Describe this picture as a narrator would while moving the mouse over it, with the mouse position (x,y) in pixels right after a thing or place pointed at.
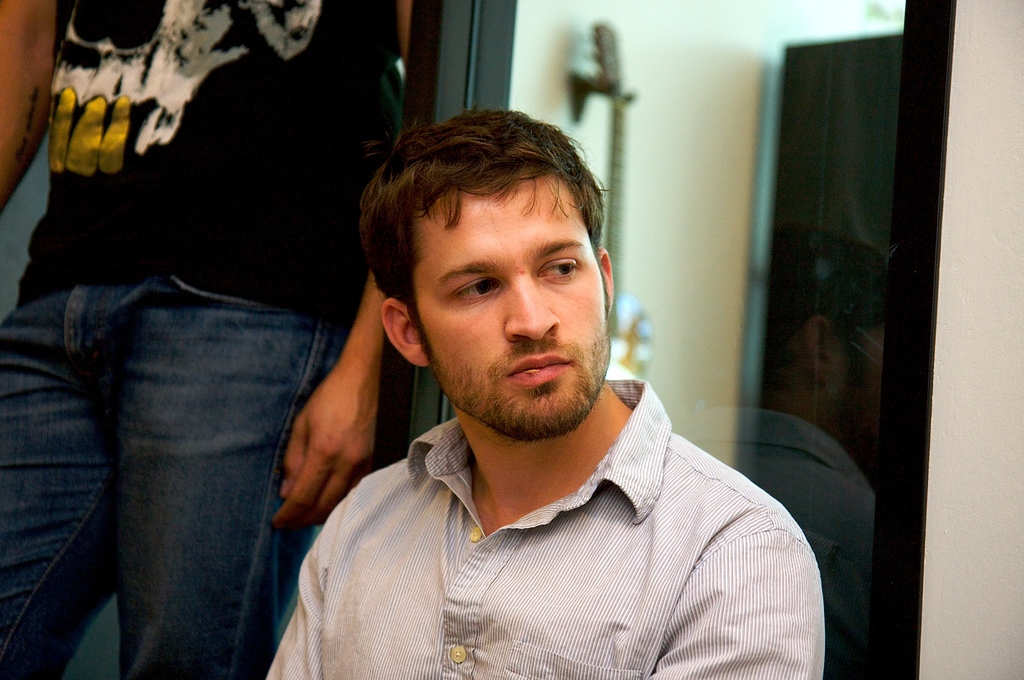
In this image I can see two people (384,617) with black, blue and ash color dresses (157,537). In the back (821,32) I can see the glass (810,135) to the wall (977,435).
